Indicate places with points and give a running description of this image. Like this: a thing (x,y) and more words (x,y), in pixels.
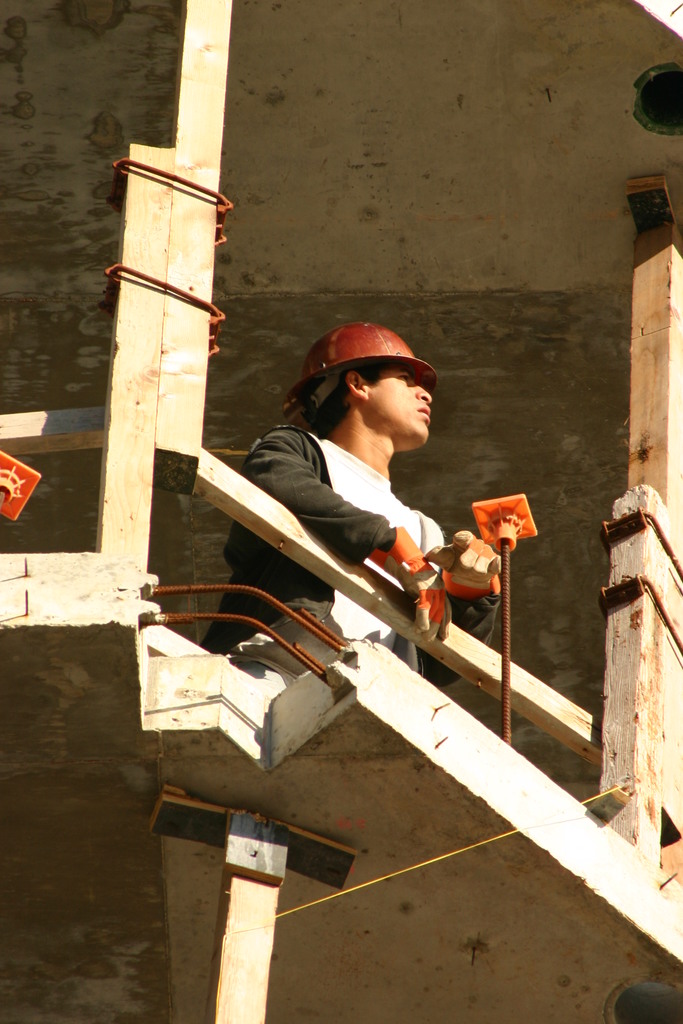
In this image, I can see a person (332,611) standing. It looks like a construction building (534,573). I can see the wooden poles (191,382).
